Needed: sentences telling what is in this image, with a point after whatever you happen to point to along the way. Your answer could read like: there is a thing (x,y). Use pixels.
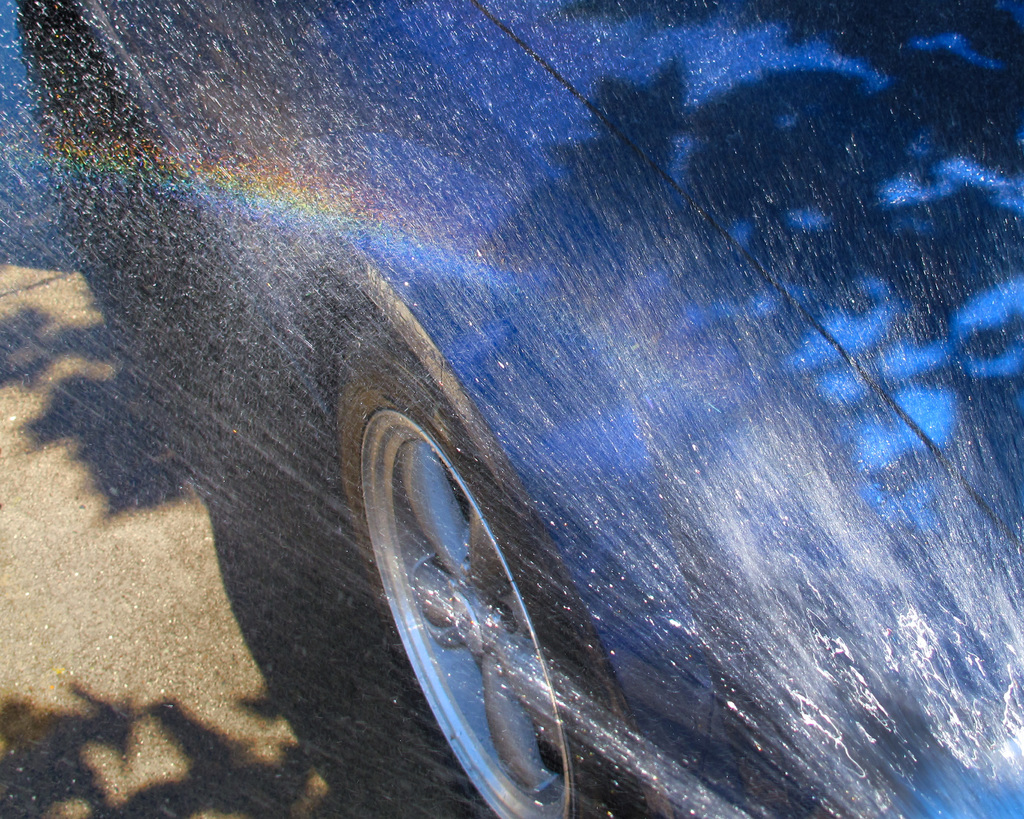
In this image there is a car (551,526) and water (313,322).
